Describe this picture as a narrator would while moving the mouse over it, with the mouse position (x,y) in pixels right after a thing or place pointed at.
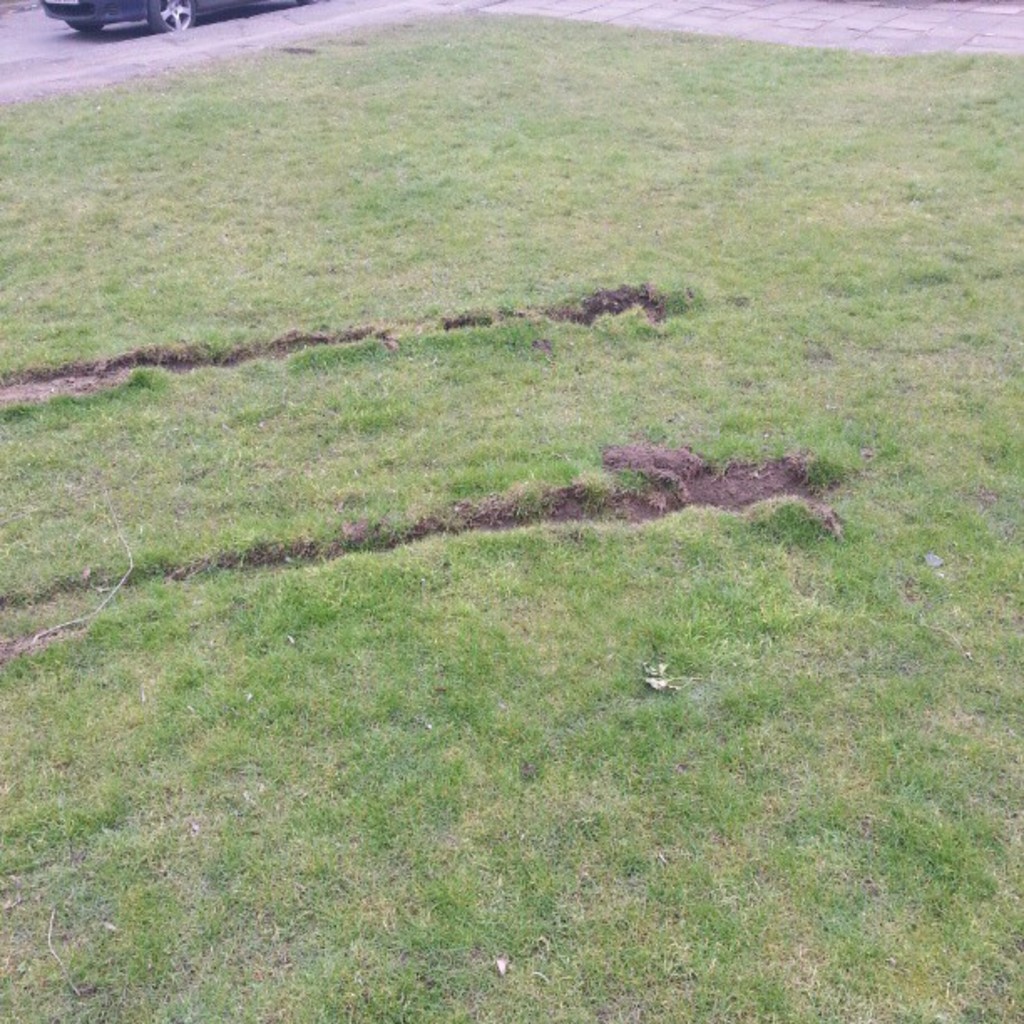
In this picture there is a vehicle (139,15) on the road (223,34). In the foreground (419,809) there is grass (455,558).
